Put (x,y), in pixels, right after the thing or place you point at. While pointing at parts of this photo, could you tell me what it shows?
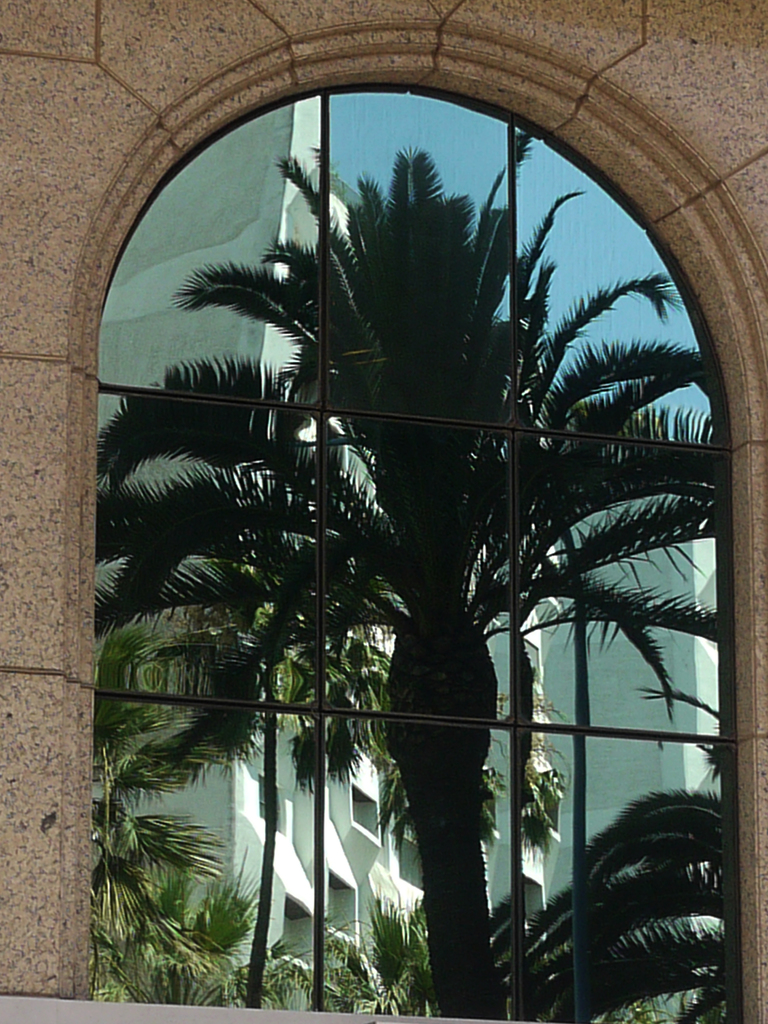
In this picture I can see the glass (435,635) in the middle (478,667), there is reflected image of trees (477,682), buildings (666,654) and the sky (549,203). Around this glass (570,204) there is the wall (712,168).
